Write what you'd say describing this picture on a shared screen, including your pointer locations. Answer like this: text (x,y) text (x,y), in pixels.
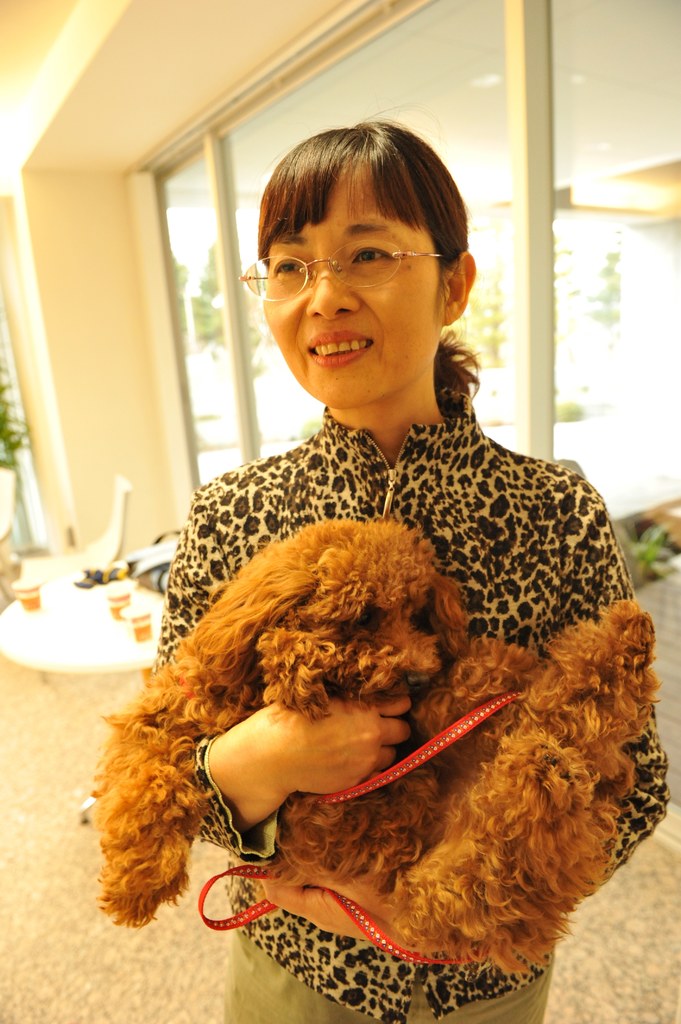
Here we can see a woman (188,549) holding a dog (481,742) in her hand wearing spectacles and behind her we can see table (134,591) and chairs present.
